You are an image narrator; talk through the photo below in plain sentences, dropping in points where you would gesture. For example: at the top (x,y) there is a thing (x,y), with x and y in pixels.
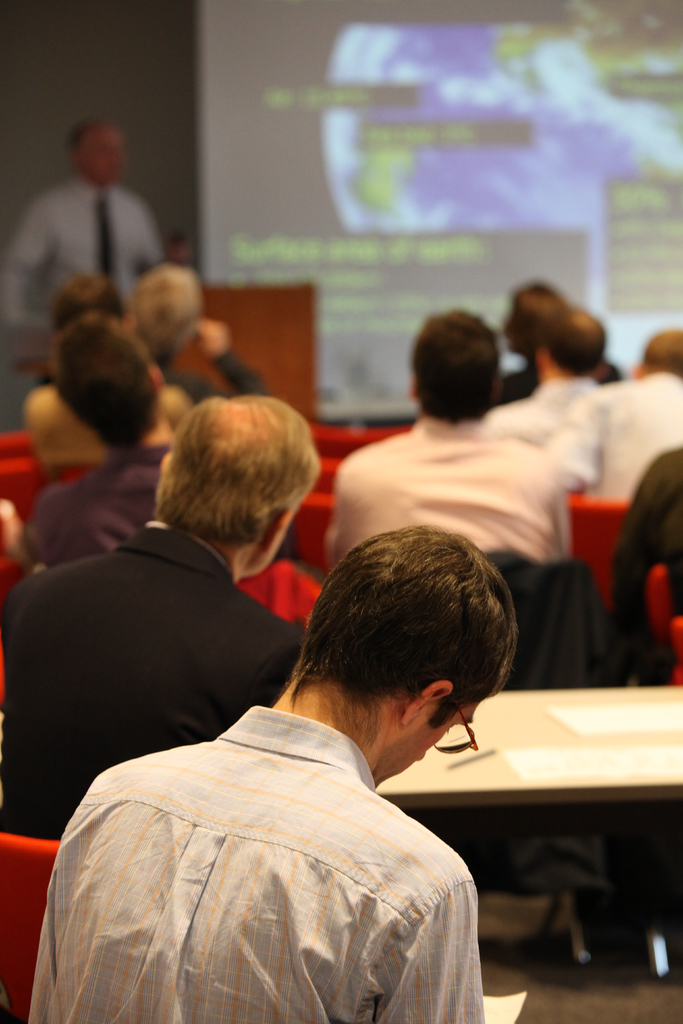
In this image there are people (328,579) sitting on chairs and there are tables (514,782), in the background (147,239) there is a man (144,225) standing near a podium (256,291) and there is a screen (526,12).
